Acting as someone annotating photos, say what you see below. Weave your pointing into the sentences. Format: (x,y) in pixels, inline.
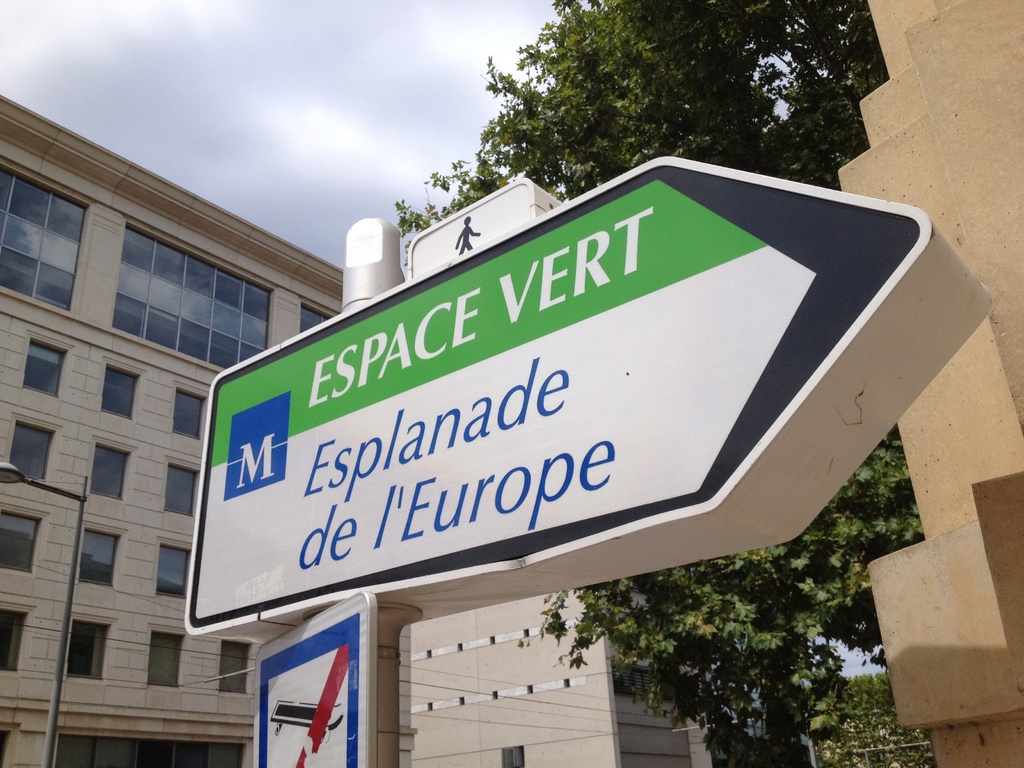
In this image there are buildings (293,289), trees (814,587). At front of the image there is a sign board (451,400). At the left side of the image (56,708) there is a street light (58,689) and at the background (255,201) there is sky (315,108).
